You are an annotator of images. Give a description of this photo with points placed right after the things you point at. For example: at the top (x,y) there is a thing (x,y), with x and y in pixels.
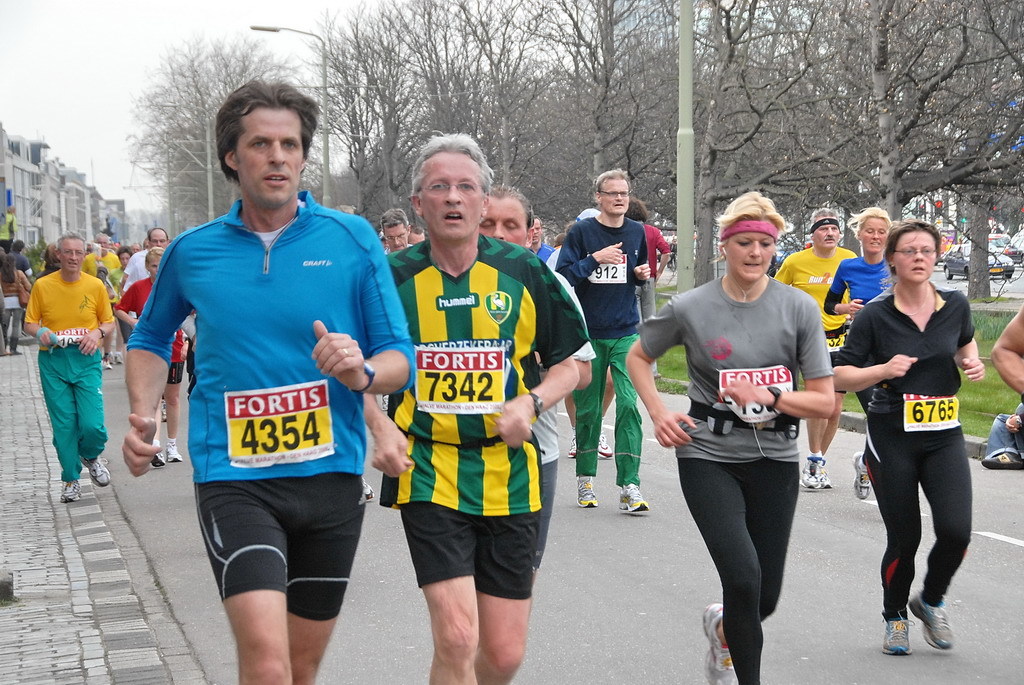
In this image I can see group of people (136,458) jogging. The person (207,427) in front (213,409) wearing blue color shirt (195,440), black short (232,503). Background (197,33) I can see dried trees (495,36), few light poles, buildings (83,223), and sky (88,86) in white color.
